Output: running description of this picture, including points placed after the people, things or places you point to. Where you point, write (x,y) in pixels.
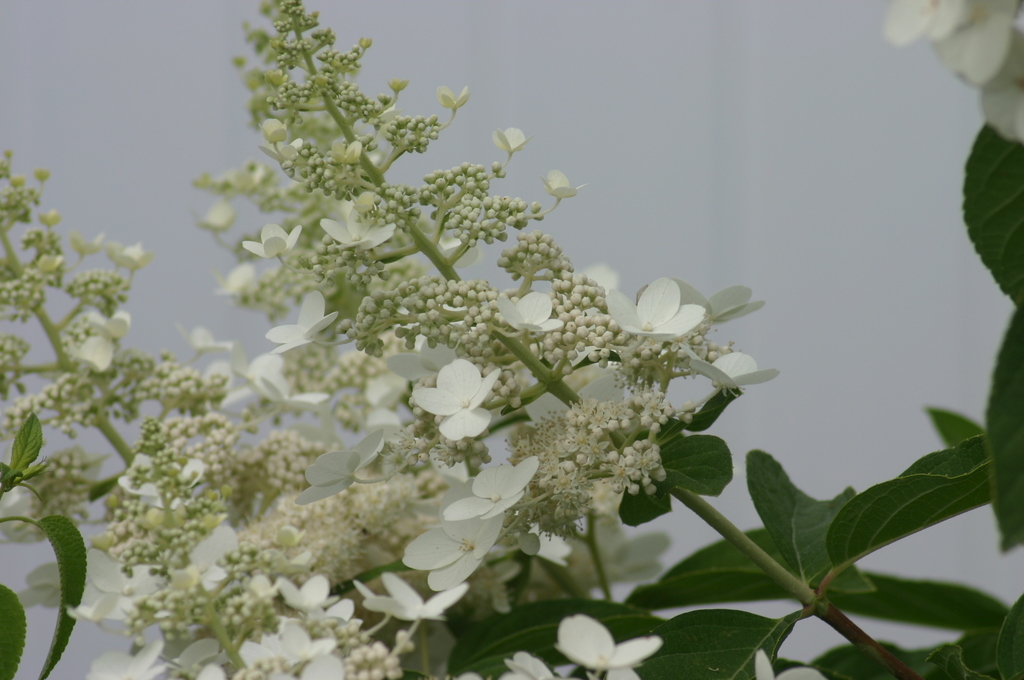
In the image in the center (675,424), we can see plants (391,508), buds (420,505) and flowers (445,496), which are in white color. In the background (163,195) there is a wall (526,145).
